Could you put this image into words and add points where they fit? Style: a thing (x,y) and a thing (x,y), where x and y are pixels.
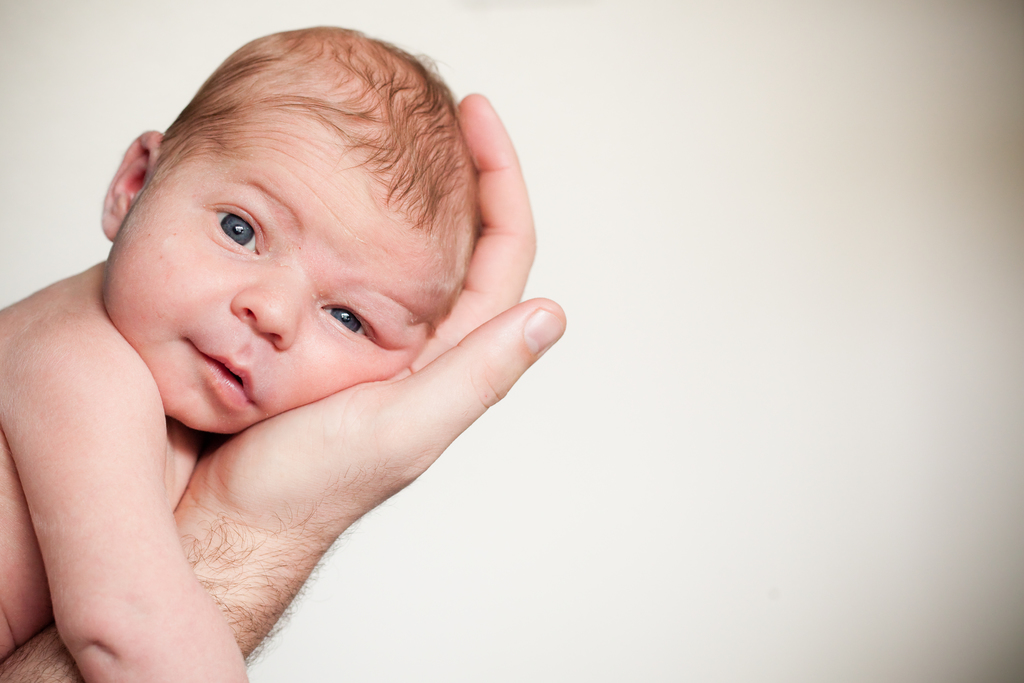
In this image we can see a person's hand (266,555) holding a baby (107,449). In the background (700,415) there is a wall (711,301).
